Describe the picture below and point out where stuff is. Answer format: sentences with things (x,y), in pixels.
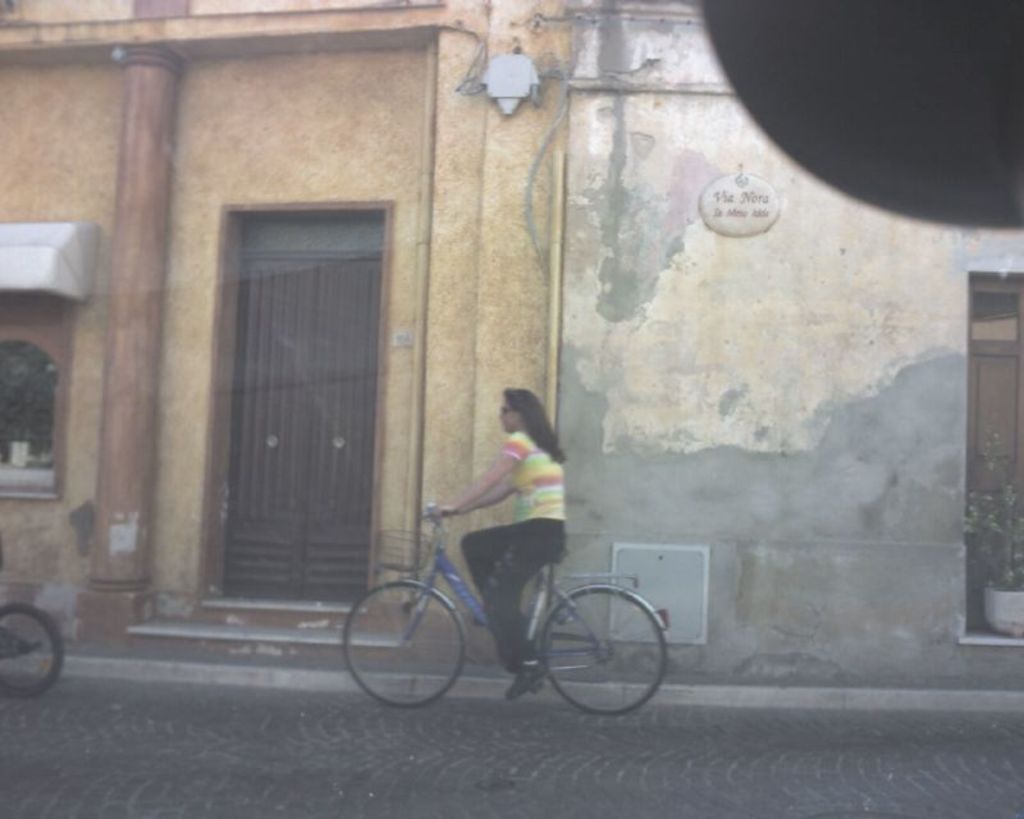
In this picture I can see in the middle (392,543) a woman (529,578) is riding a bicycle (541,613), in the background (375,200) it looks like a building (709,500). On the right side (1004,547) there is a plant (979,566).
